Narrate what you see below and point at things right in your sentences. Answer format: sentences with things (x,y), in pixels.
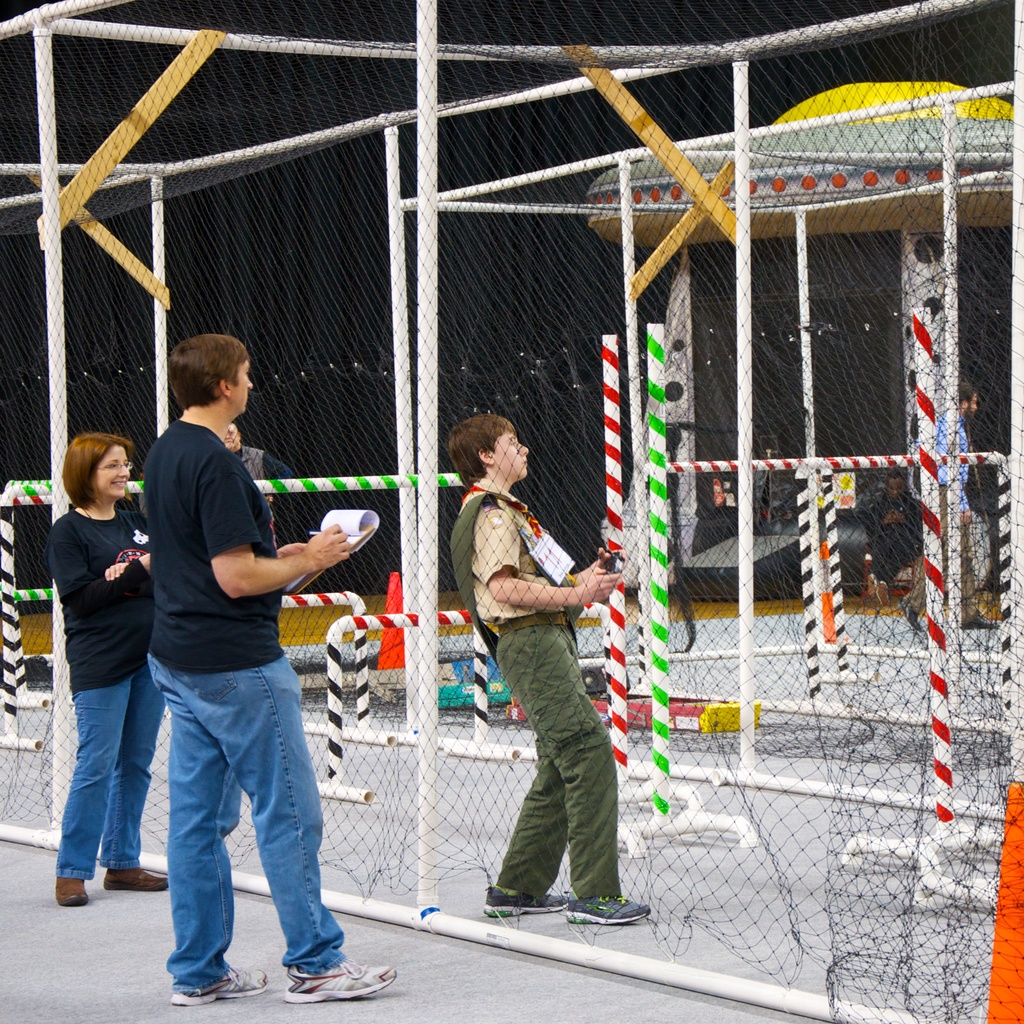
In this image we can see people (123,626). The man (211,950) standing in the center (353,534) is holding a book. In the background (936,530) there are poles (773,462), net (773,405) and cones (1006,1023).
